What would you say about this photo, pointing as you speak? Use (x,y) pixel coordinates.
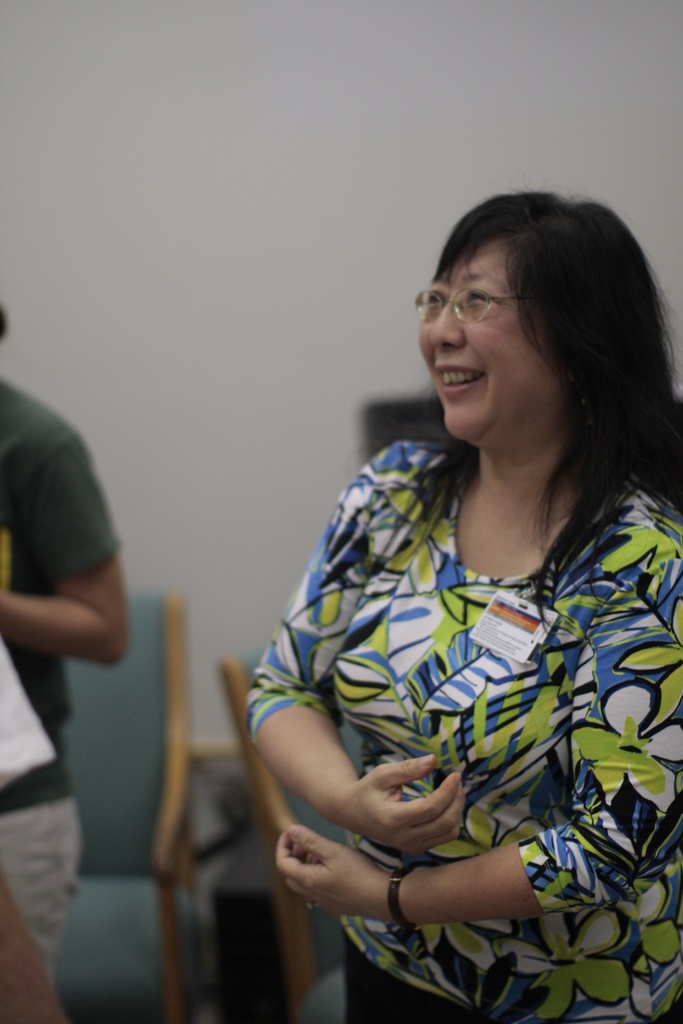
In this image there are persons (49,457) standing and there are empty chairs (137,762). In the front (510,665) there is a woman (513,728) standing and smiling. In the background (336,329) there is a wall (344,253) and there are objects (249,914) which are black in colour.
